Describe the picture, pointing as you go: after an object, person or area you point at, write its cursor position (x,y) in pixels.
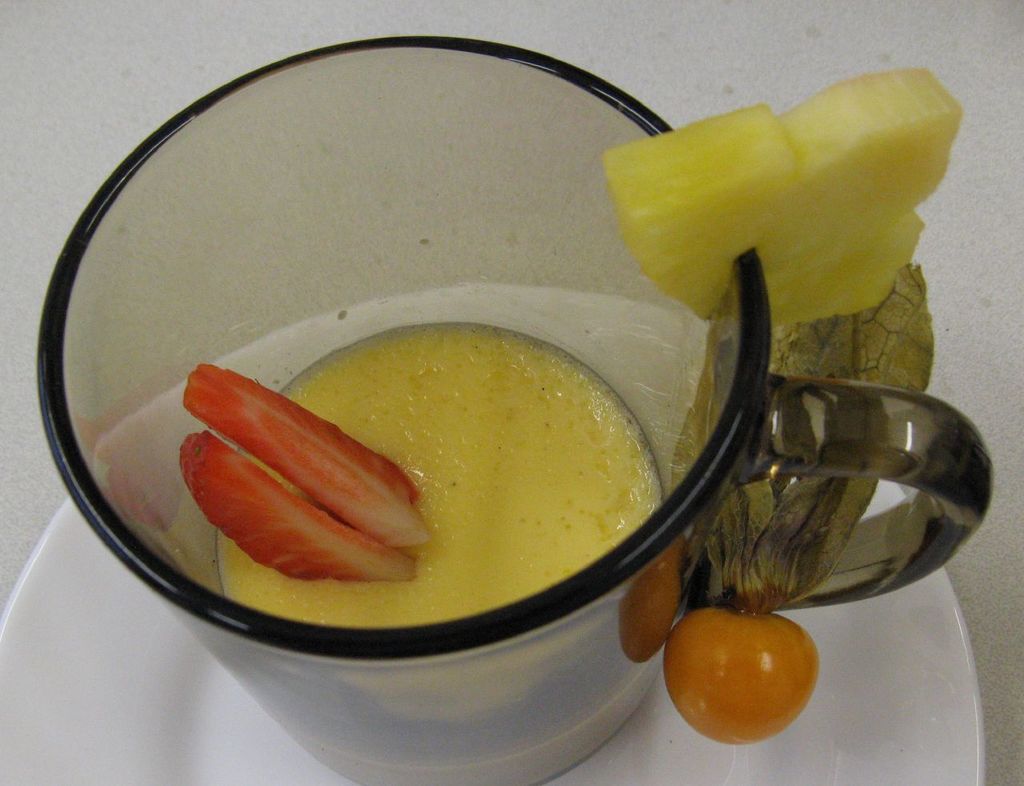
In the image there is a glass (692,498) on the white plate (798,611). Inside the glass (844,392) there is dessert (458,406) and also there are strawberry slices (249,468). There is a fruit slice (876,149) on the glass (758,332). And also there is a physalis (794,321) with leaf (754,544).
